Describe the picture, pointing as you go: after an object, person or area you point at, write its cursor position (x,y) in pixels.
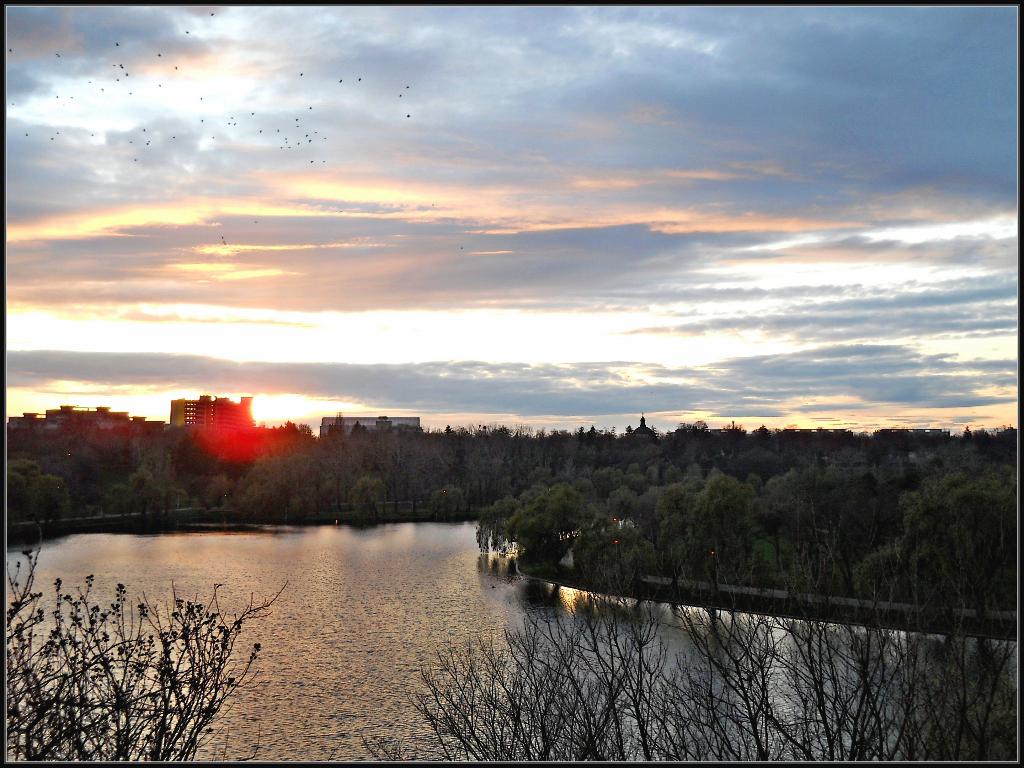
There is water (441,583) of a river (404,531). On both sides of this river (338,618), there are trees (389,498) on the ground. In the background (529,394), there are buildings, there are birds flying in the air and there are clouds (399,283) in the sky (306,328).
